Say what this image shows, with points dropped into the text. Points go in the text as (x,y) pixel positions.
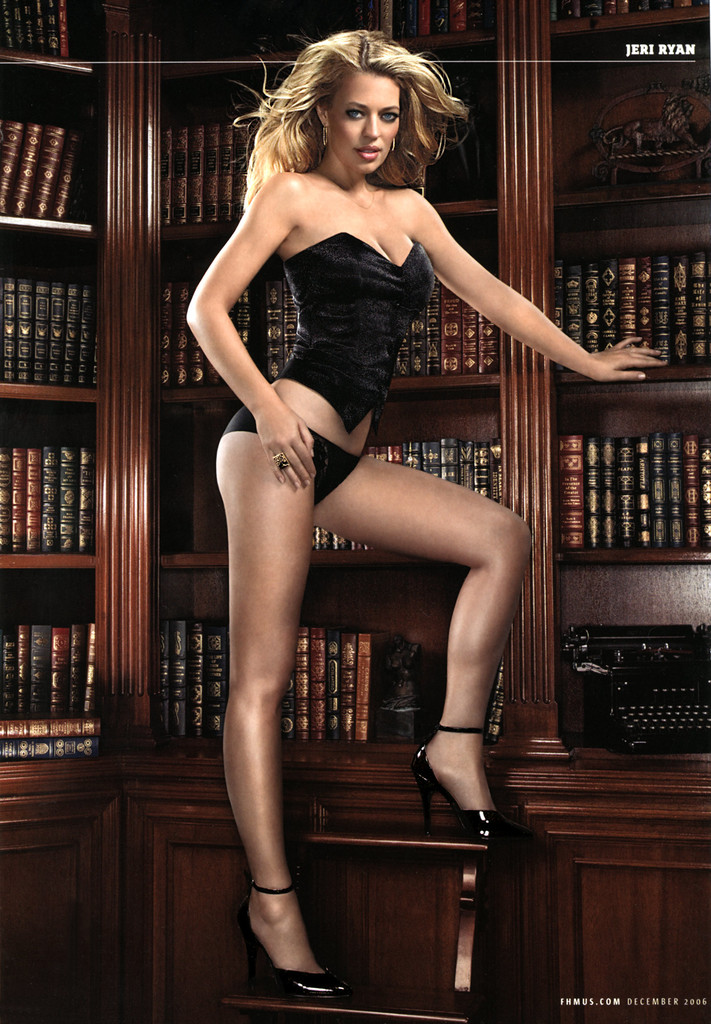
In the picture we can see a woman (277,971) standing and giving a pose and she is in a black top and behind her we can see some racks (301,742) with full of books (457,362) in it.
